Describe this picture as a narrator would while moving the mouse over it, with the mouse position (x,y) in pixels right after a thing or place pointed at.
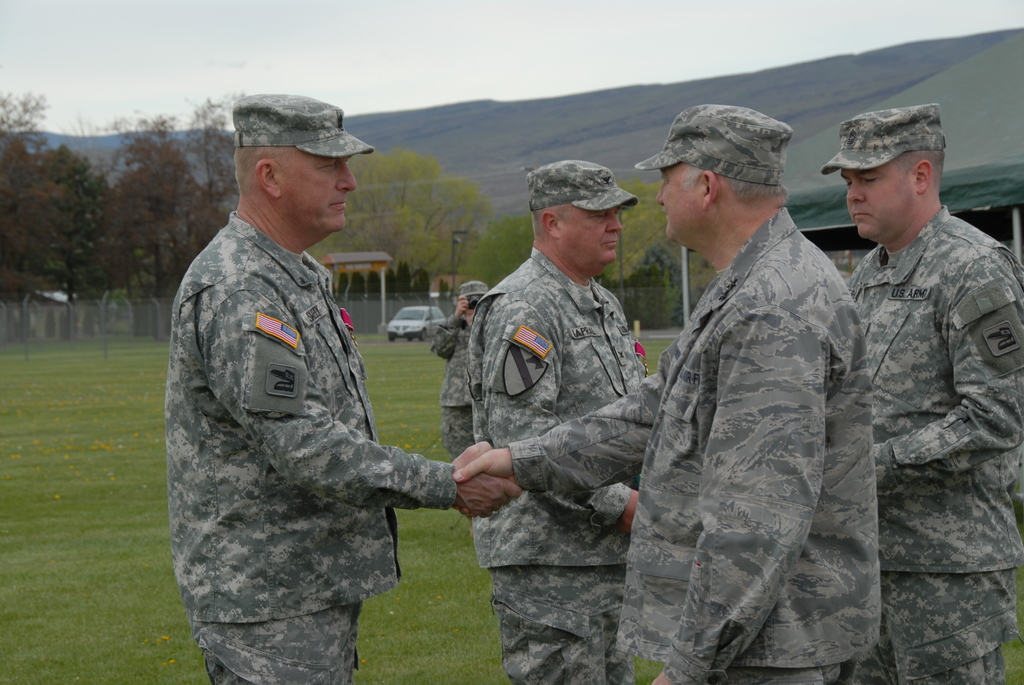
Here we can see people (759,482). Land (75,456) is covered with grass (96,503). Background (632,262) we can see tent (970,64), trees (216,180), pole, vehicle (424,318), mesh (135,300), hill (630,98) and sky (489,70).
